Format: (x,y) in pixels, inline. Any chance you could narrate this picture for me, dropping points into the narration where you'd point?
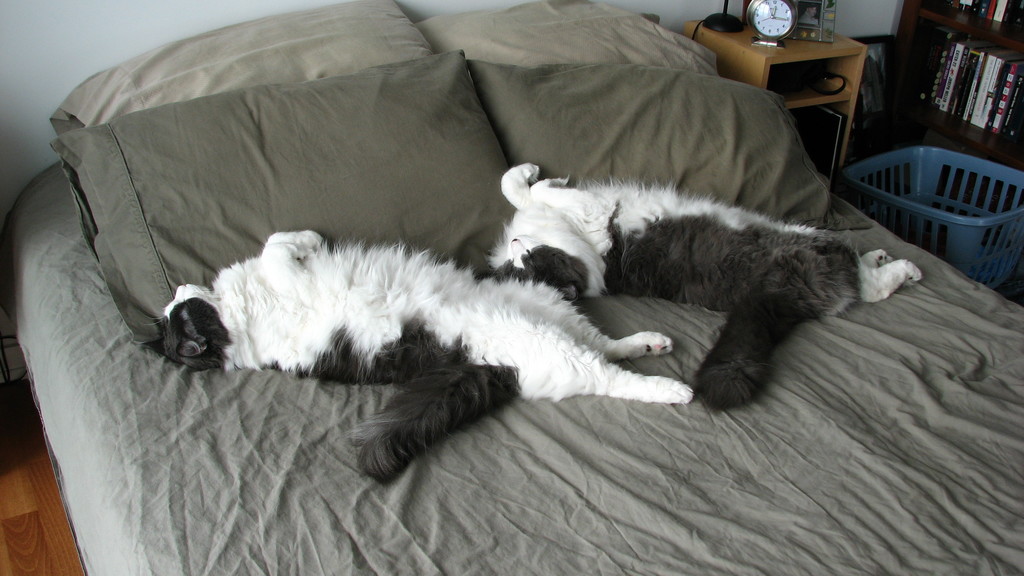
In this image I can see two cats (661,263) sleeping on the bed (774,494). The cat (492,336) is in white and black color. I can see a grey color blanket (771,393) and pillows (606,103). I can see a clock (770,9), frame (820,29) and few objects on the table (818,54). I can see a book rack (976,21) and blue color basket (964,235).
